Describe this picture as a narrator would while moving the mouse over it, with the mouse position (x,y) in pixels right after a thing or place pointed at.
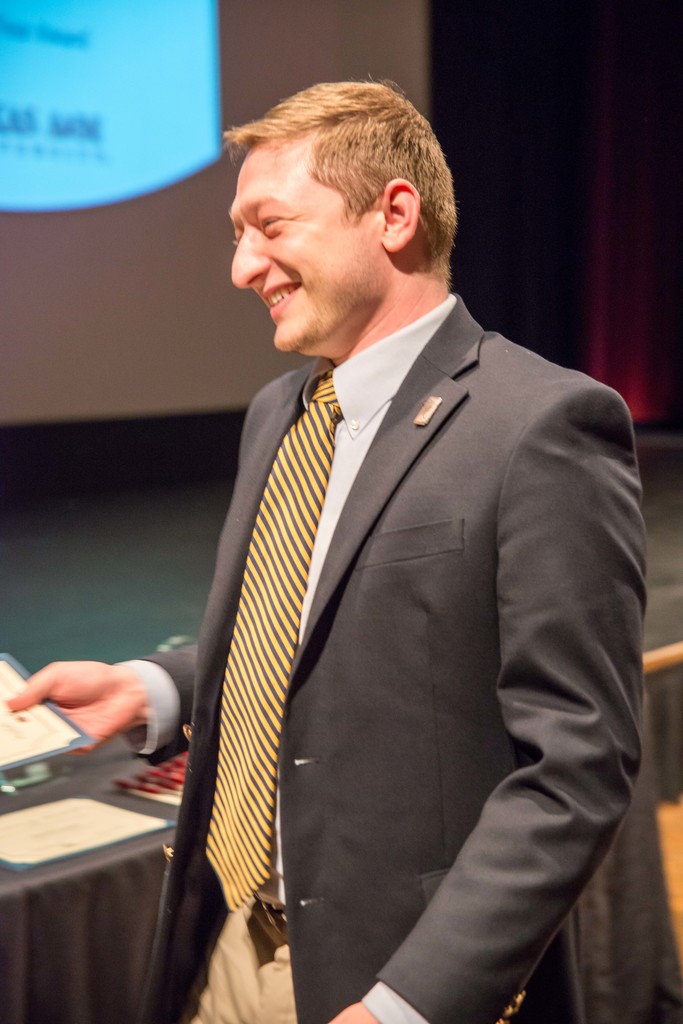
In this picture we can see a man (456,604) wearing black suit (397,658), standing and smiling. Behind there is a projector screen (141,200).
